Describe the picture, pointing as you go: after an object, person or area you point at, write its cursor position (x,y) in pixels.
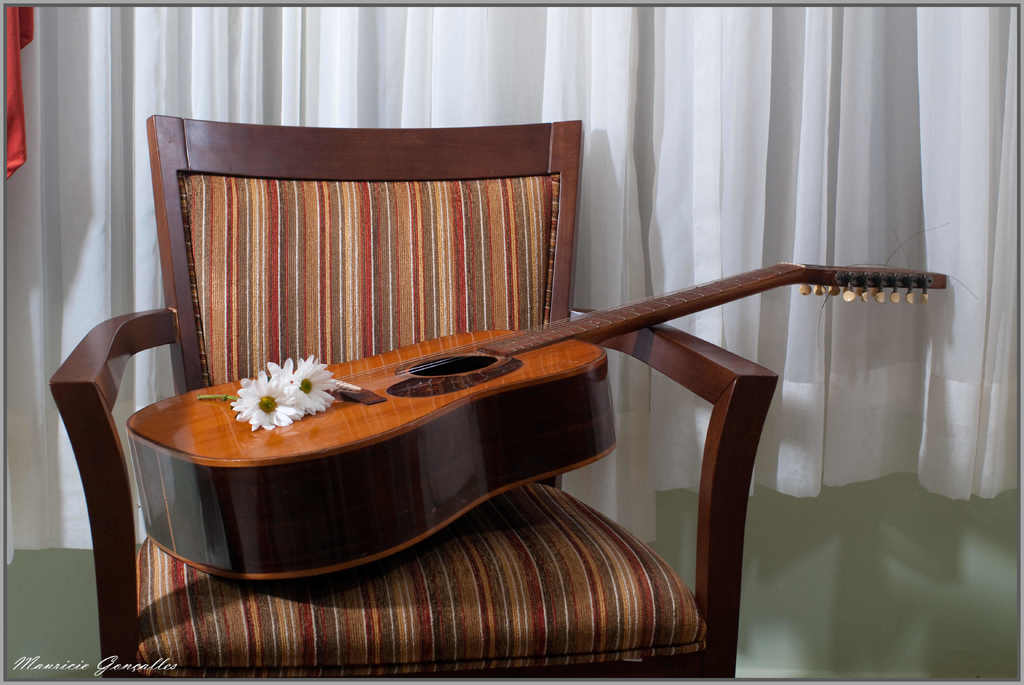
In this picture there is a guitar (313,423), flowers (297,404) on the chair (328,274). There is a curtain (105,94).
